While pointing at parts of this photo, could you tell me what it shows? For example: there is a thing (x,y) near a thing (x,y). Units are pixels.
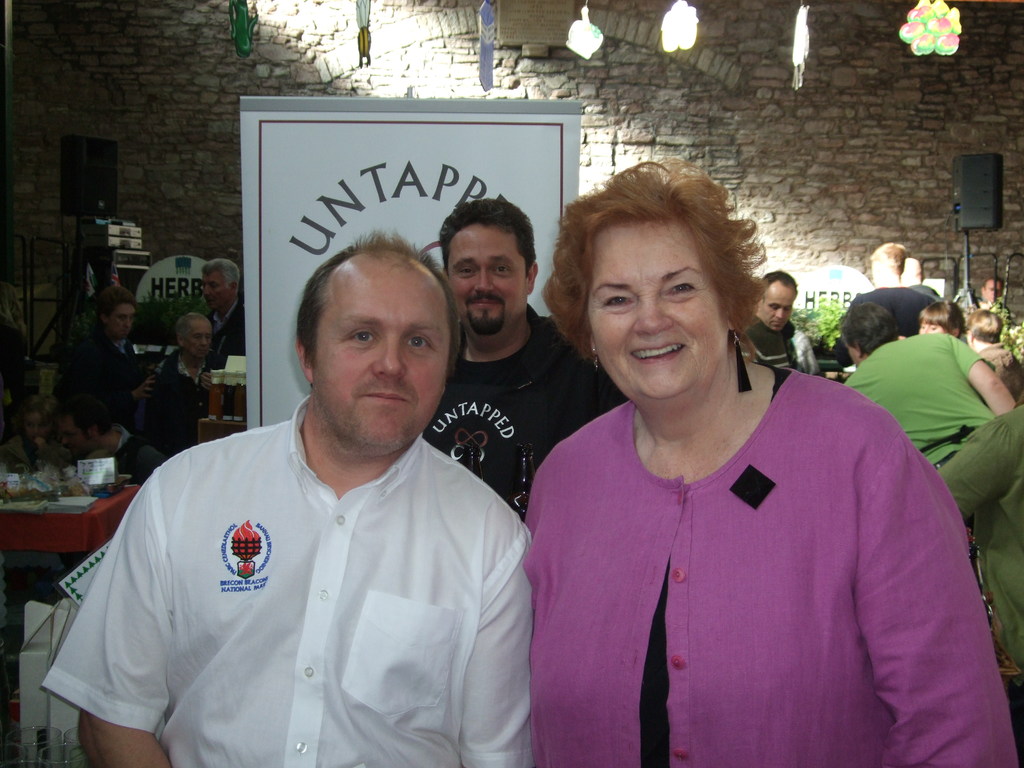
In this picture there is a woman (664,510) who is wearing pink dress (800,607). Beside him we can see another man (404,601) who is wearing white shirt (314,605). Here we can see another man (500,323) who is wearing black t-shirt (526,383), standing near to the board (363,166). On the right (1009,499) background (999,515) we can see group of persons (990,412) were sitting near to the table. On the left (72,496) there is a table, on which we can see paper (103,478), tray (35,500), glass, cups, plastic covers (32,482) and other objects (89,477). On the top (958,13) we can see decorated papers (916,26). On the left (218,333) background (197,351) there are three persons (231,320) sitting near to the brick wall (153,230). Here we can see speakers (83,196) and other objects (174,291). Here we can see plants (825,328).
